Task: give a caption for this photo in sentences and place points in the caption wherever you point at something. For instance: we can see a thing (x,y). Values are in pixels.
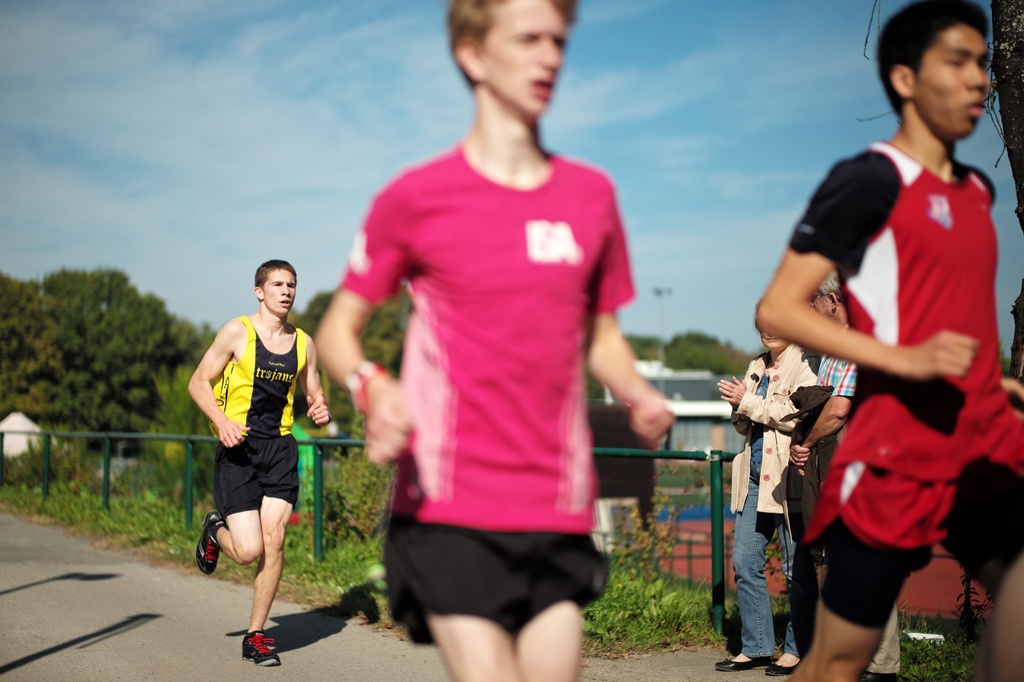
There are persons (474,126) in different color dresses (425,246) running on the road (320,675). In the background (818,424), there are persons (830,376) standing, there is a fencing (716,468), there are trees (24,292), buildings (681,377), plants (672,531) and grass (600,607) on the ground (619,594) and there are clouds (275,179) in the blue sky (241,56).
